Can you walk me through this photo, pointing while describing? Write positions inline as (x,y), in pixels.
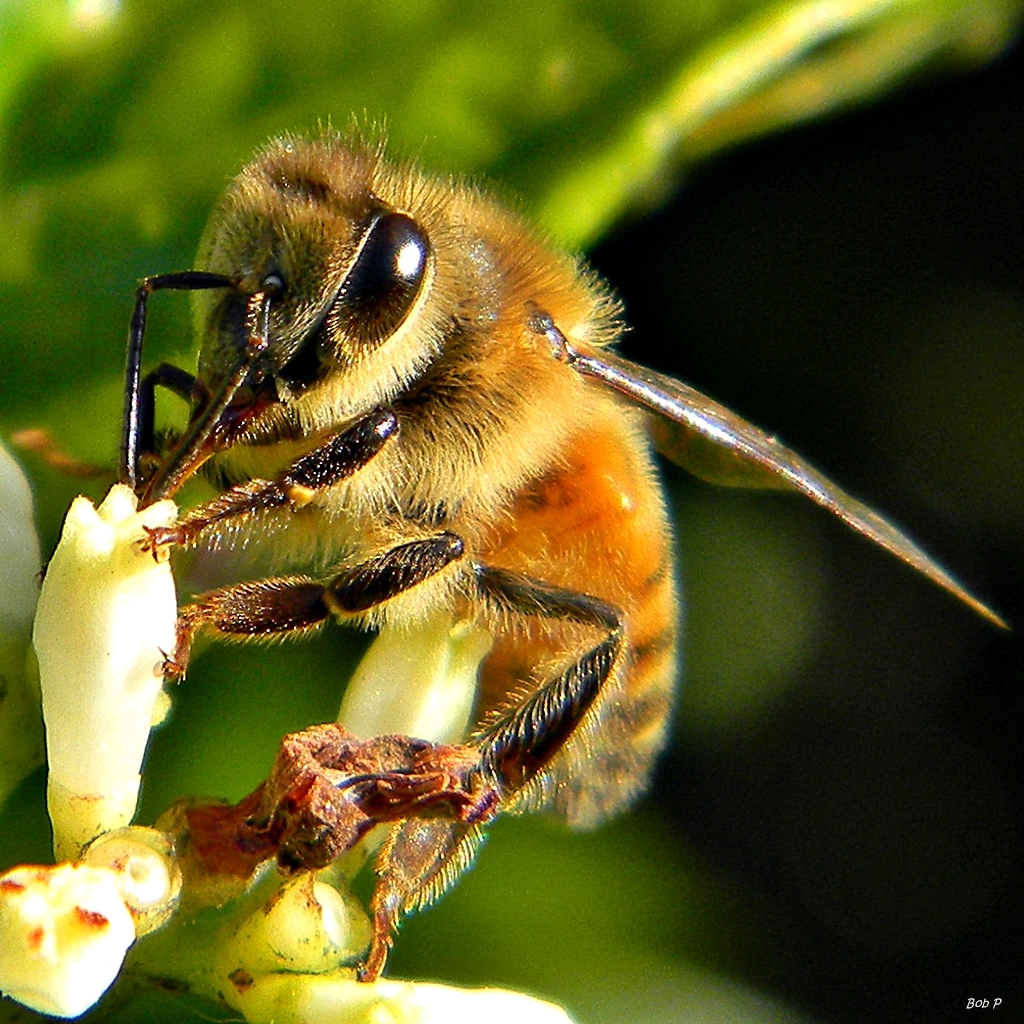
In this picture we can see an insect (362,146) on a bud (367,844). Background (676,1010) is blurry.
